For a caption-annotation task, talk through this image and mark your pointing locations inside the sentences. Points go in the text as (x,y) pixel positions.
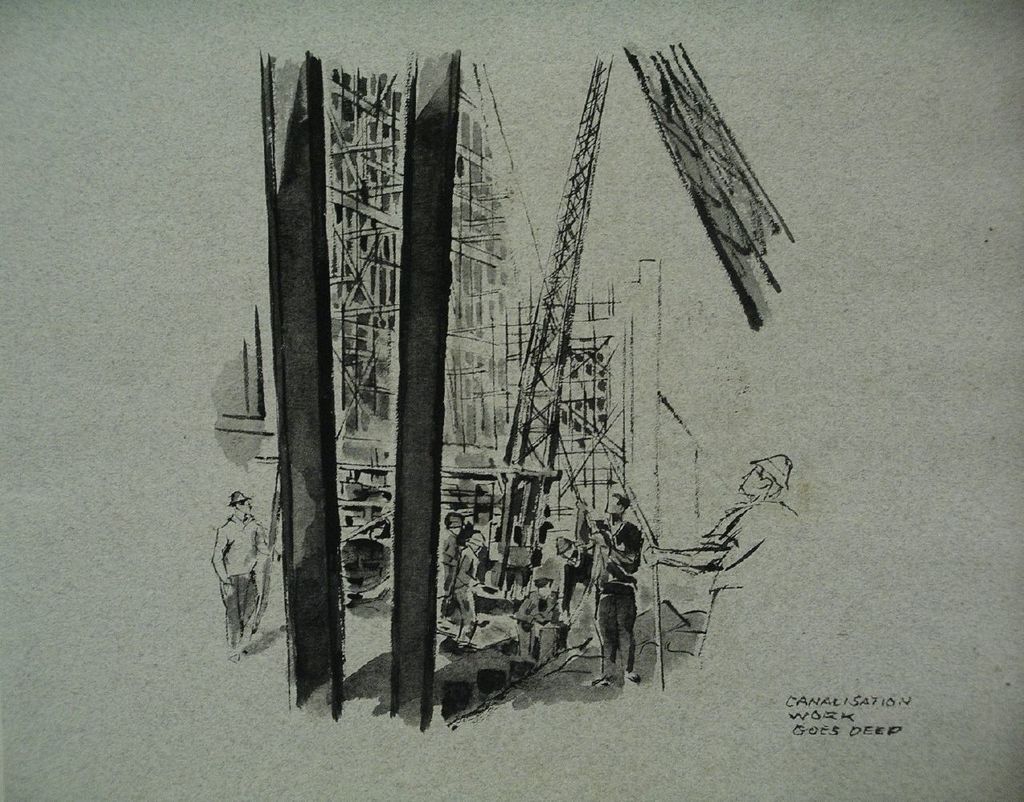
In this picture i can see a sketch (543,579) of a construction site (543,565). I can also see buildings (469,453) and people (542,601). On the bottom right corner (792,713) I can see something written on it.
